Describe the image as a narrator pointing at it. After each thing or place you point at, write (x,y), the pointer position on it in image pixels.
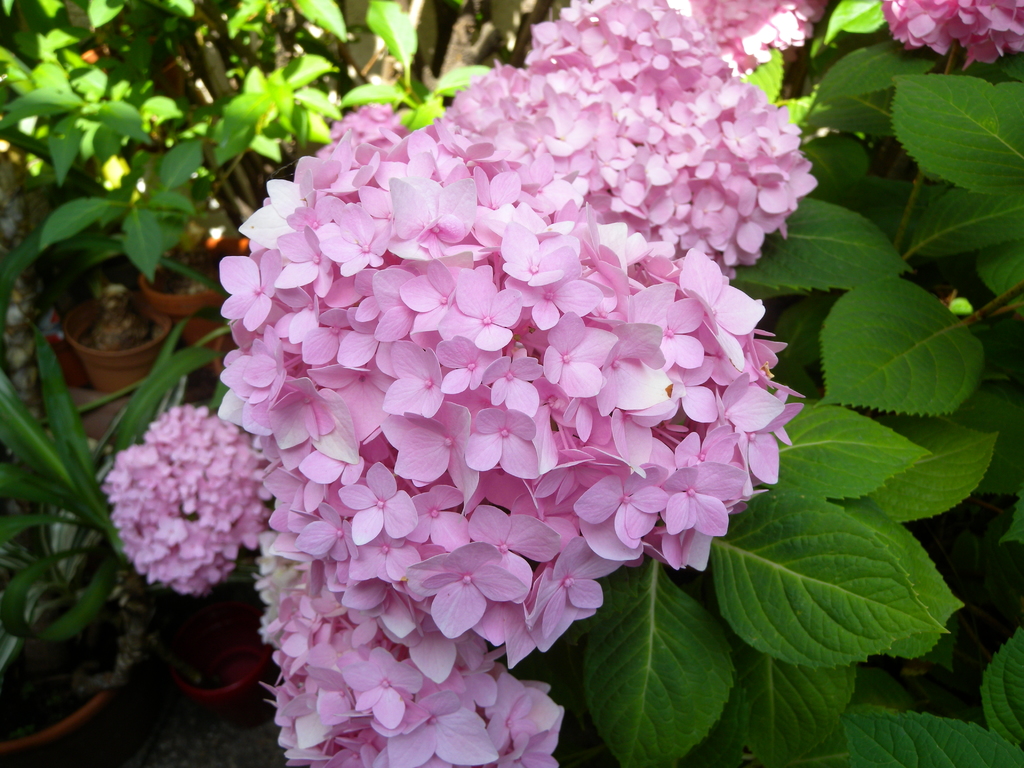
In the picture there are some flowers (472,357) and particularly we can observe leaves (786,537) and plants (843,426) here. And there are some flower pots (132,340) which are placed on the floor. We can observe a sunlight (301,74) here in the background (400,34).
